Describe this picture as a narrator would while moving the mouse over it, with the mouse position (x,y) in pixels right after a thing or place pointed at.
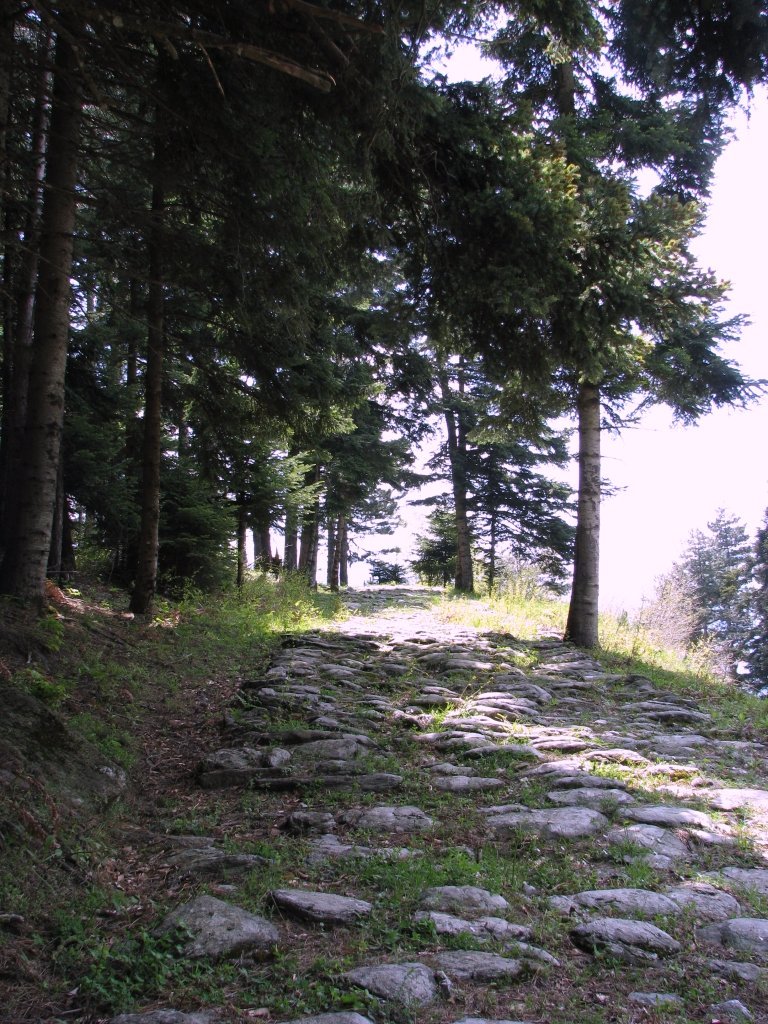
In this image we can see trees (302,390). Behind the trees (8,372), we can see the sky (479,57). At the bottom of the image (598,898), we can see some grass (639,861) and rocks (493,960) on the land (507,1013).
